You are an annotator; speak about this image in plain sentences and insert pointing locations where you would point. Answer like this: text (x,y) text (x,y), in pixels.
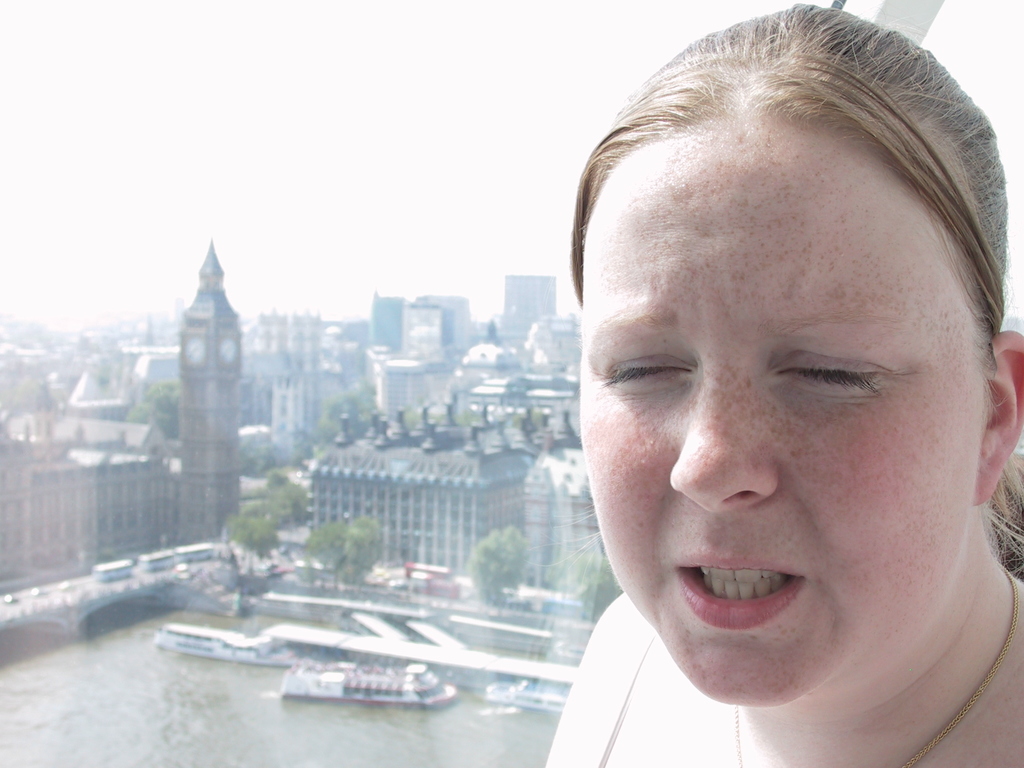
In this image we can see a person's face (643,422). In the background of the image (505,411) there are buildings (355,440), ships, vehicles (118,570), trees (318,547), water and other objects (199,599). On the left side (159,210) top of the image (204,139) there is the sky (225,70).
